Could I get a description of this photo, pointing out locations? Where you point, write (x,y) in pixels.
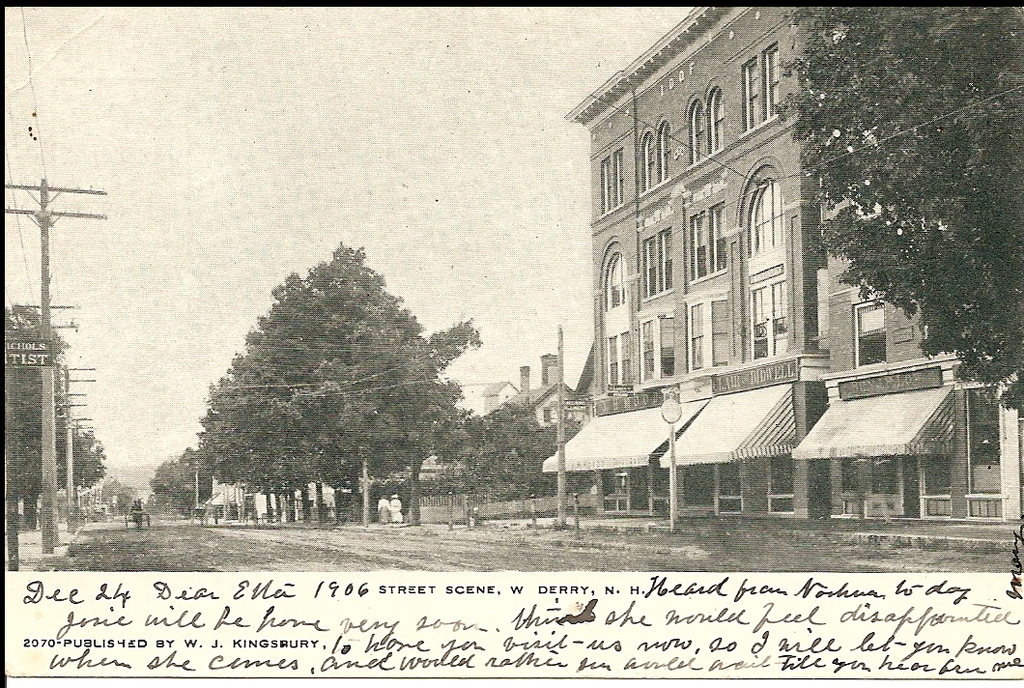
In this black and white image there is a picture (313,436) and there is text (228,614) below the picture (551,341). In the picture (563,348) there is a road (228,543). On the either sides of the road (181,538) there poles (71,475) on the walkway (31,555). There are people (394,508) walking on the walkway (522,527). There are buildings (539,398) and trees (285,390) in the image. At the top (292,169) there is the sky (294,108).
